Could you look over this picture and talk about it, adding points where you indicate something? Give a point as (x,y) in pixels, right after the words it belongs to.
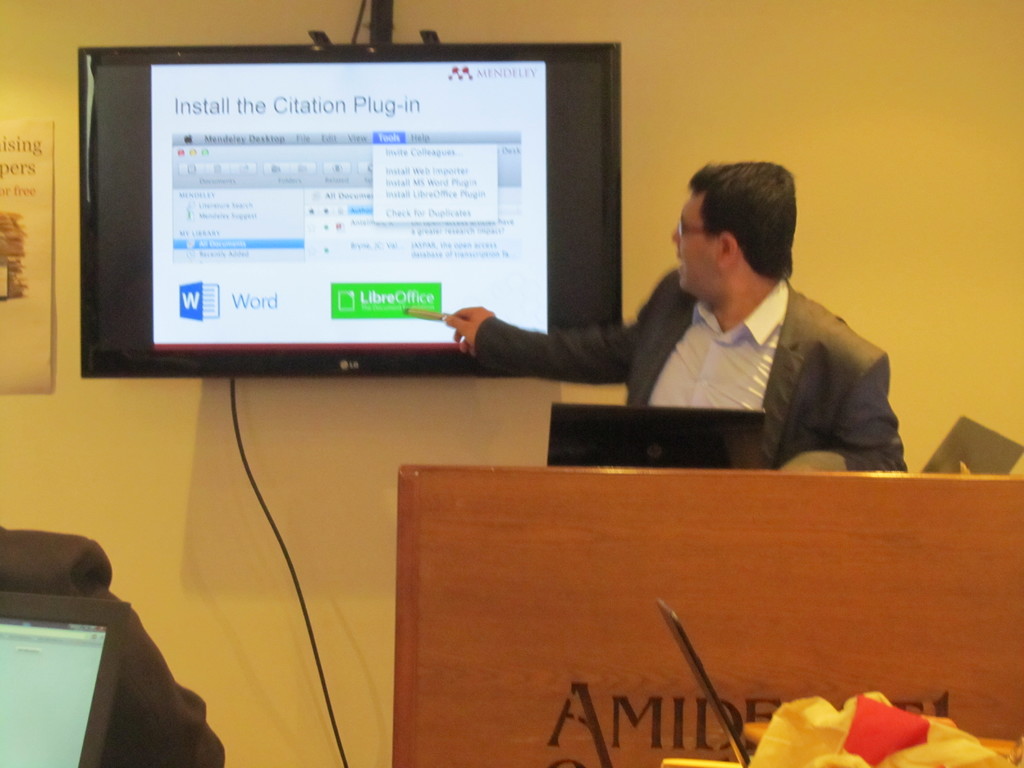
This is the man (774,389) standing. I can see a television screen (100,354) and a poster (23,228), which are attached to the wall (670,118). This is a wire (231,399), which is connected to the television (239,374). I think this is a laptop (697,451), which is placed on the podium (770,508). At the bottom left corner of the image (84,686), that looks like a laptop (78,670).
